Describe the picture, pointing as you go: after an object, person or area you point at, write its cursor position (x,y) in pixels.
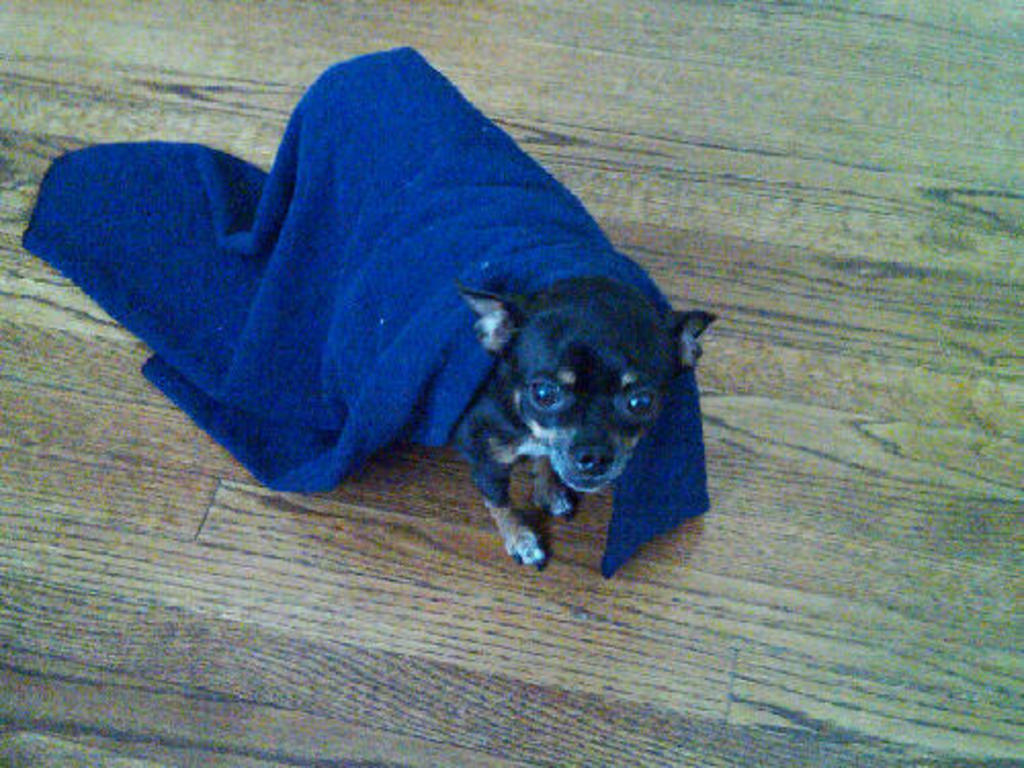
On this dog (530,434) there is a blue cloth (454,265). This is wooden floor (793,512).
